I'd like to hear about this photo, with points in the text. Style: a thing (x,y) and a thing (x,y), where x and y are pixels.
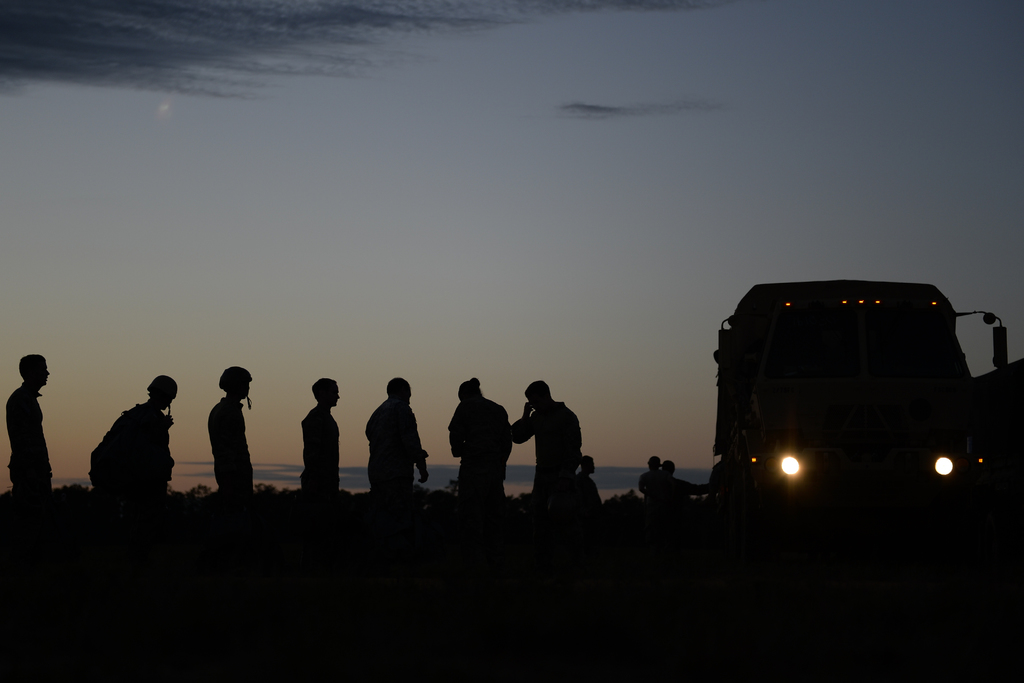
In this image in the center (480,448) there are some persons (382,461), and on the right side (830,407) there is one vehicle (877,362) and in the background (214,507) we could see some plants (444,510). At the top of the image (602,132) there is sky (438,212).
